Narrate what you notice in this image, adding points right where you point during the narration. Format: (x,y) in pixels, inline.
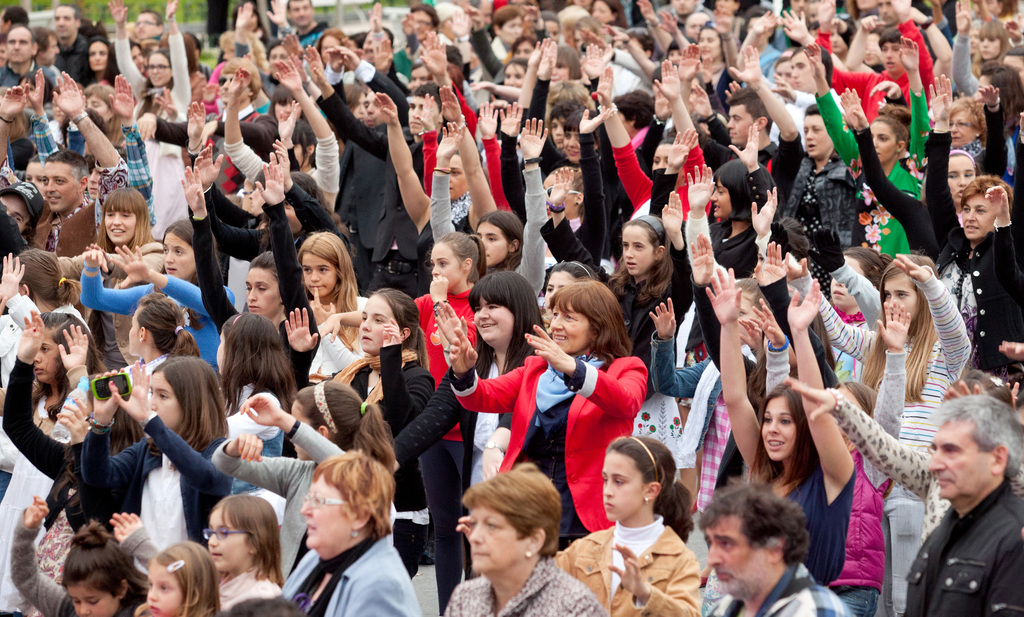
In this picture there are lot of women (161,78) and few men (743,100), most of them are with cheerful faces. We can see they are raising their hands (547,65).
